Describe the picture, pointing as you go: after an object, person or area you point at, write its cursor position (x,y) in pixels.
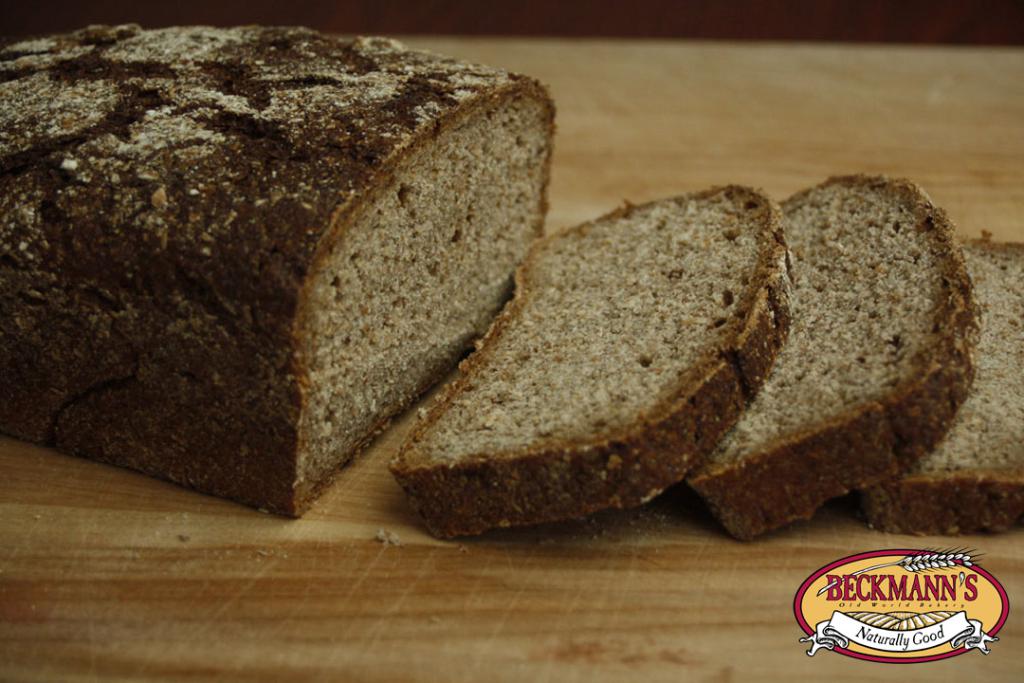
In this picture we can see bread (110,114) and their pieces (842,369) on the table (509,600). On the bottom right corner (937,572) there is a watermark (842,639).
